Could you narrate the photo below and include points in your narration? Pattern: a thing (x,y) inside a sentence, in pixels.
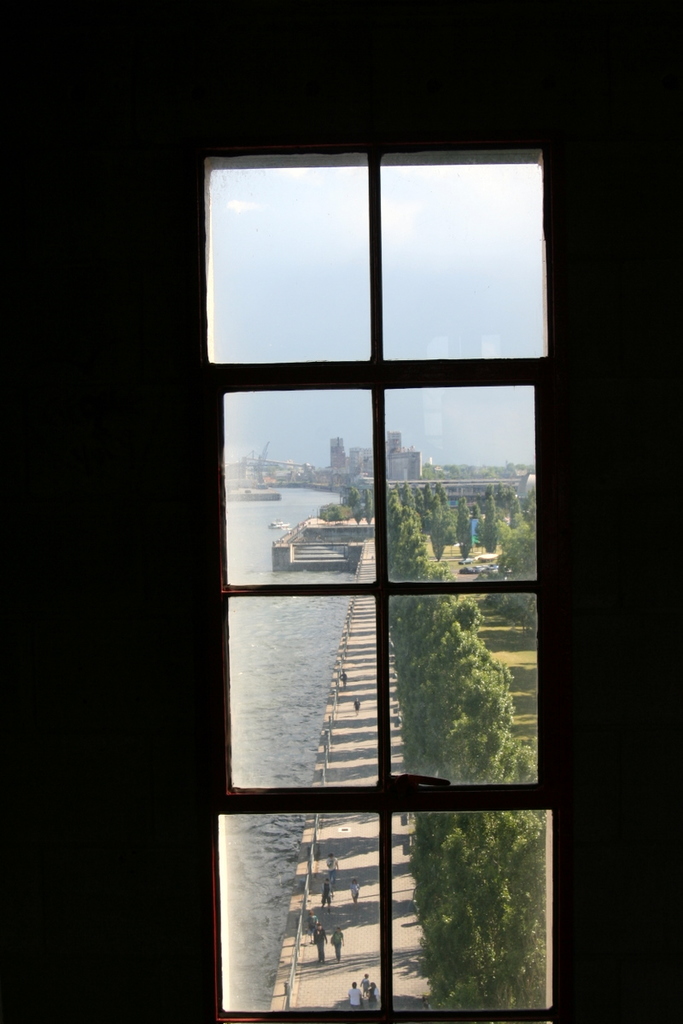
In this image we can see a window (408,380). On the backside (420,718) we can see a water body (281,715), a group of trees (430,716), some people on the ground (324,731), some buildings (339,476) and the sky (329,412).
